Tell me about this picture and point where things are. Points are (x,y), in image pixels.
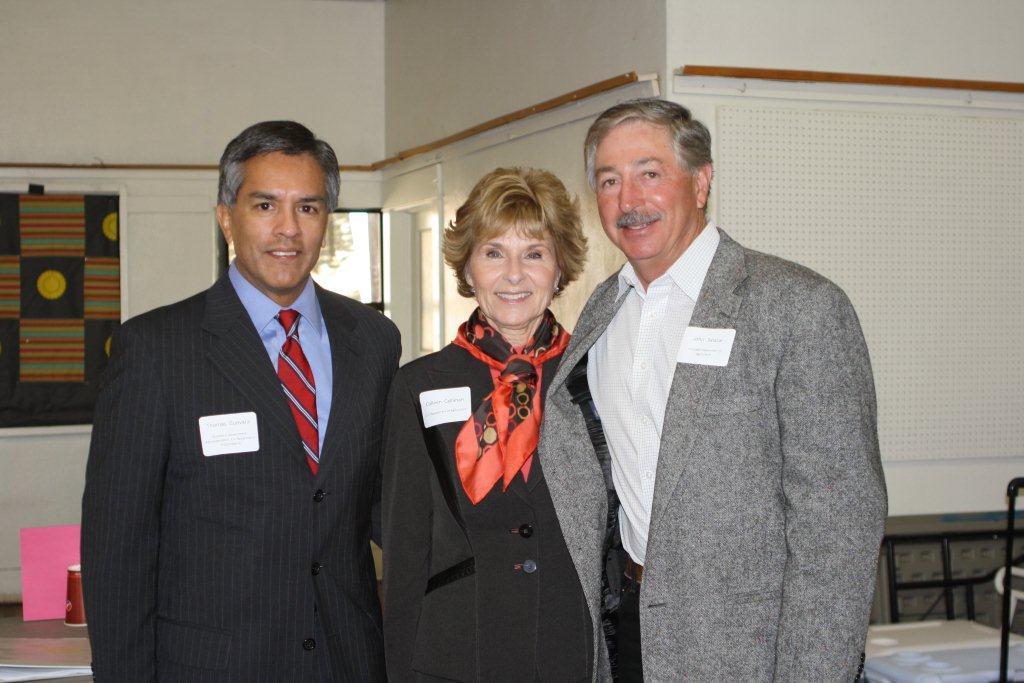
In this picture we can see a woman (533,524) and two men (736,322), and they are all laughing, behind to them we can see a cup (75,602) and a paper (52,597) on the table (33,623), in the background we can see a poster (72,277) on the wall (174,211).
